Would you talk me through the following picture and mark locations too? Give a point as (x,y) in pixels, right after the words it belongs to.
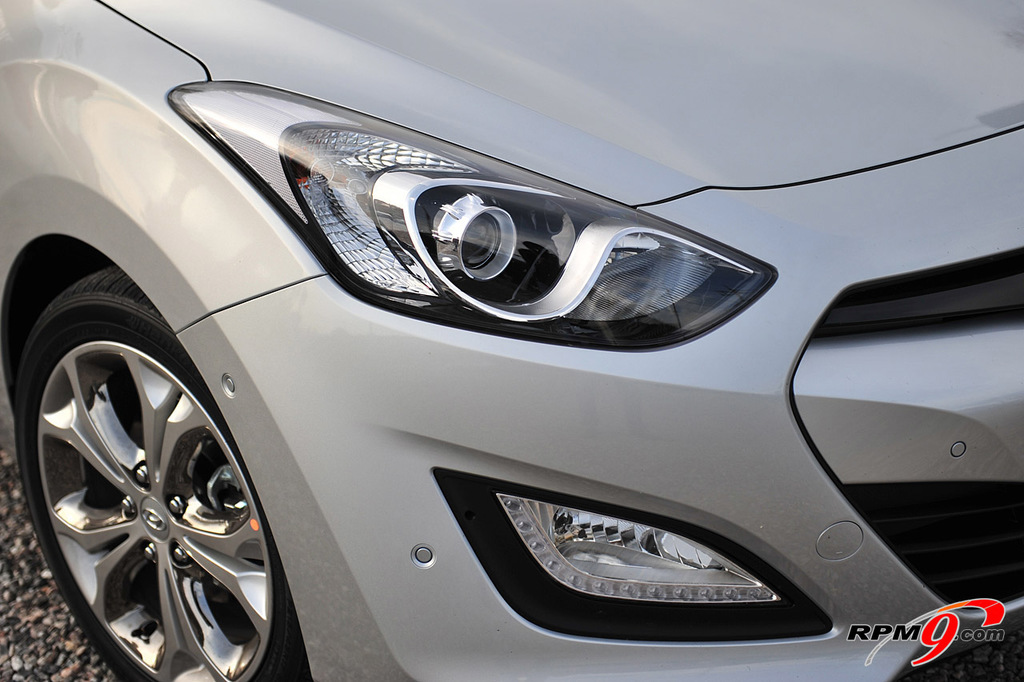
We can see car (212,287), wheel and headlights (623,249). Bottom right of the image (990,612) we can see text (985,608).
